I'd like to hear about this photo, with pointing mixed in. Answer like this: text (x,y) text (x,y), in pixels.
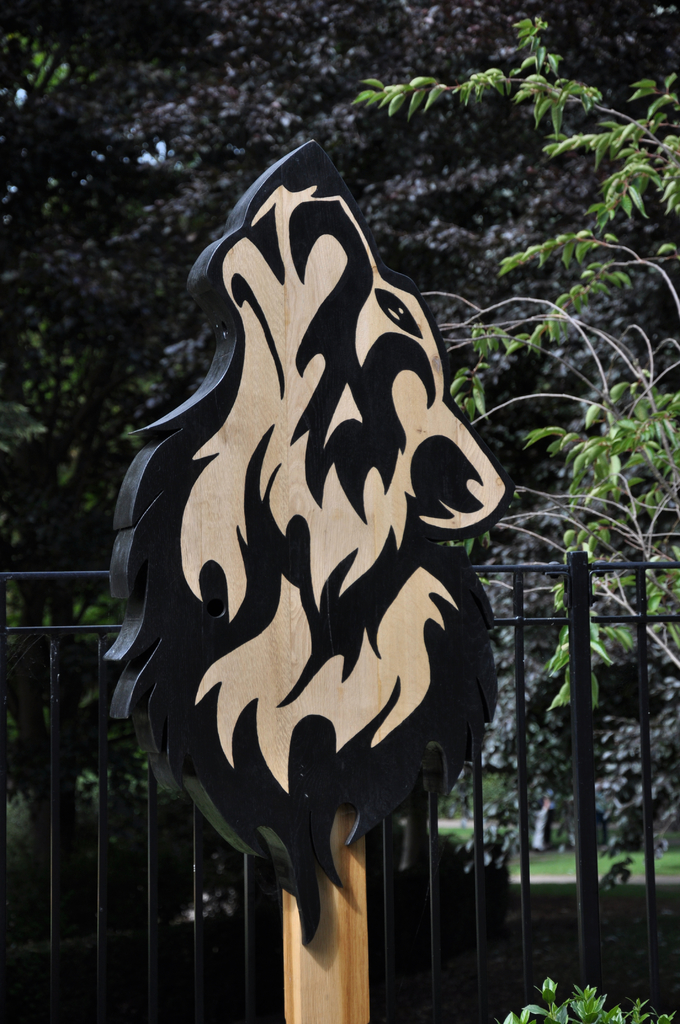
This picture shows trees (599,204) and a metal fence (0,765) and we see a painting (393,807) on the wood (312,840).
